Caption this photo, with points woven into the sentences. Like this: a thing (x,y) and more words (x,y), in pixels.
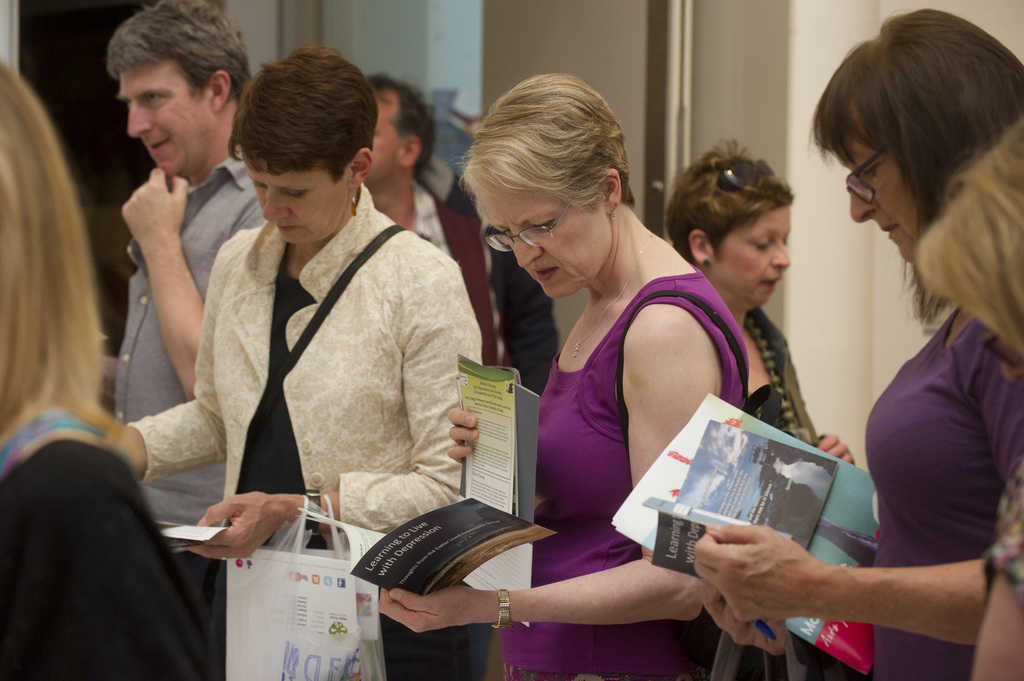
In the center of the image (635,439) there are many people (396,595) standing holding books (472,370) in their hands (298,502).
